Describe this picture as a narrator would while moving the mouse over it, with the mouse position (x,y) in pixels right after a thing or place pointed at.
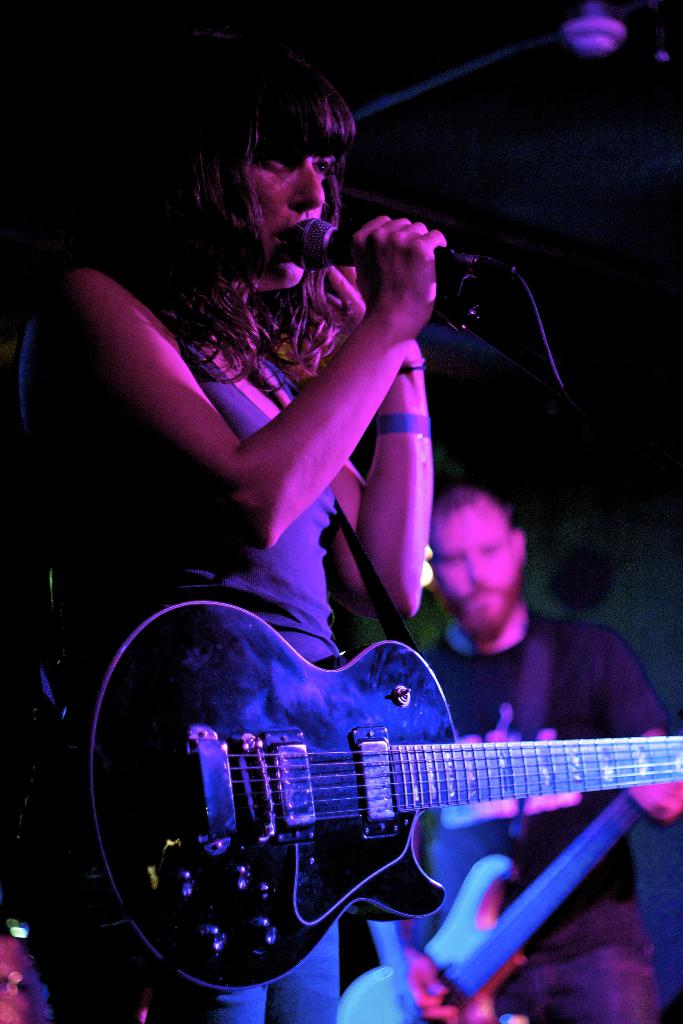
In the center (300,491) we can see lady (277,342) holding microphone (334,254) and guitar (252,689). And on the right side (562,665) we can see man (562,665) he is holding guitar (537,912).
